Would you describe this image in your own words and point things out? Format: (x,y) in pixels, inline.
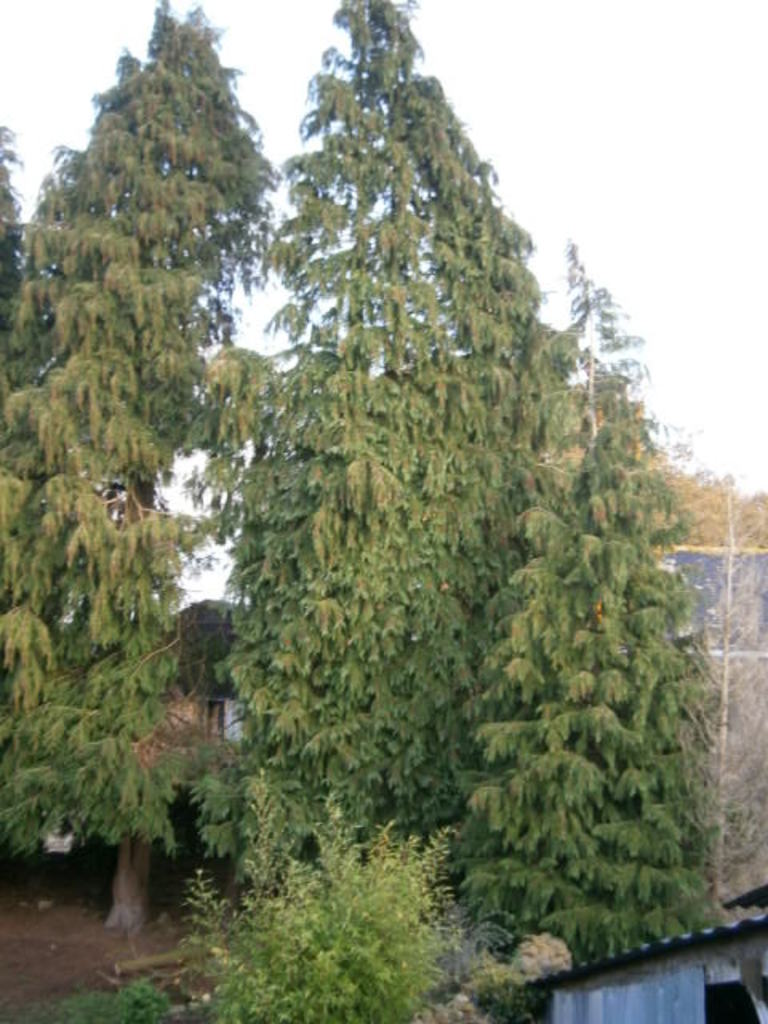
In this image we can see sky (543,143), trees (541,673), shed (654,943) and ground (180,938).
